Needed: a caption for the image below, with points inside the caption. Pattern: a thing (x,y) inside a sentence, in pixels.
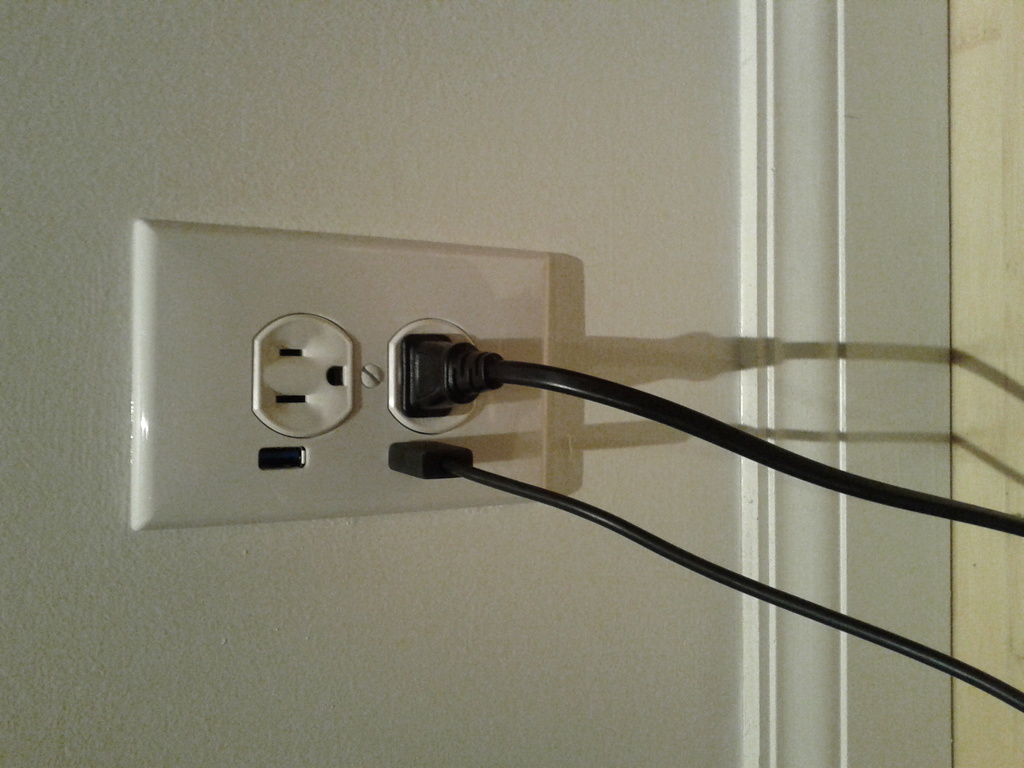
In this image we can see wires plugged into the socket (262,368) which is fixed to the wall (624,39). Here we can see the wooden floor (982,458).
